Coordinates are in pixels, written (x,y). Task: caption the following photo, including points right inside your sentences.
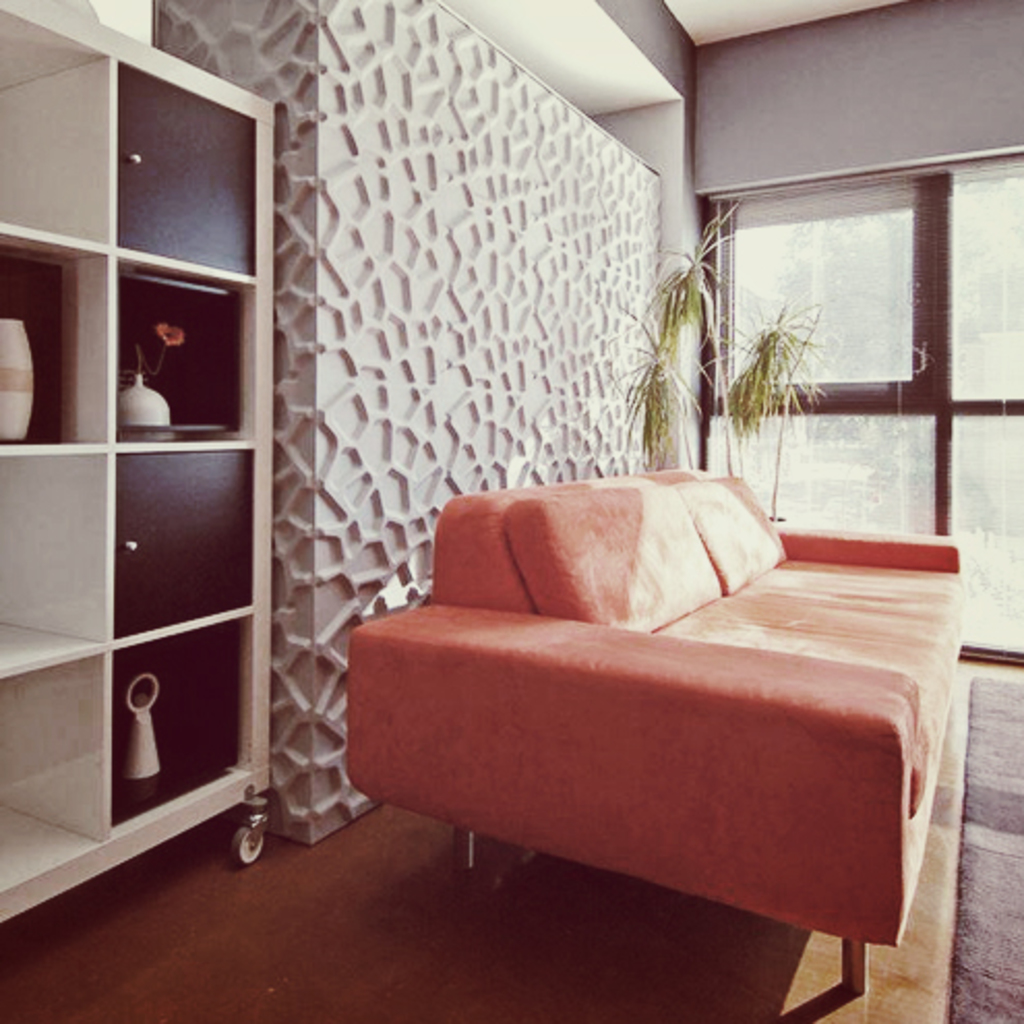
In this image there is a sofa (556,703). On top of the sofa (627,683) there are cushions (661,534). Behind the sofa (719,487) there are plants (745,387). On the left side of the image (180,594) there are some objects (141,350) on the wooden rack (105,688). At the bottom of the image (1001,929) there is a mat (994,915) on the floor (606,968). In the background of the image (869,494) there are glass windows (914,446).
